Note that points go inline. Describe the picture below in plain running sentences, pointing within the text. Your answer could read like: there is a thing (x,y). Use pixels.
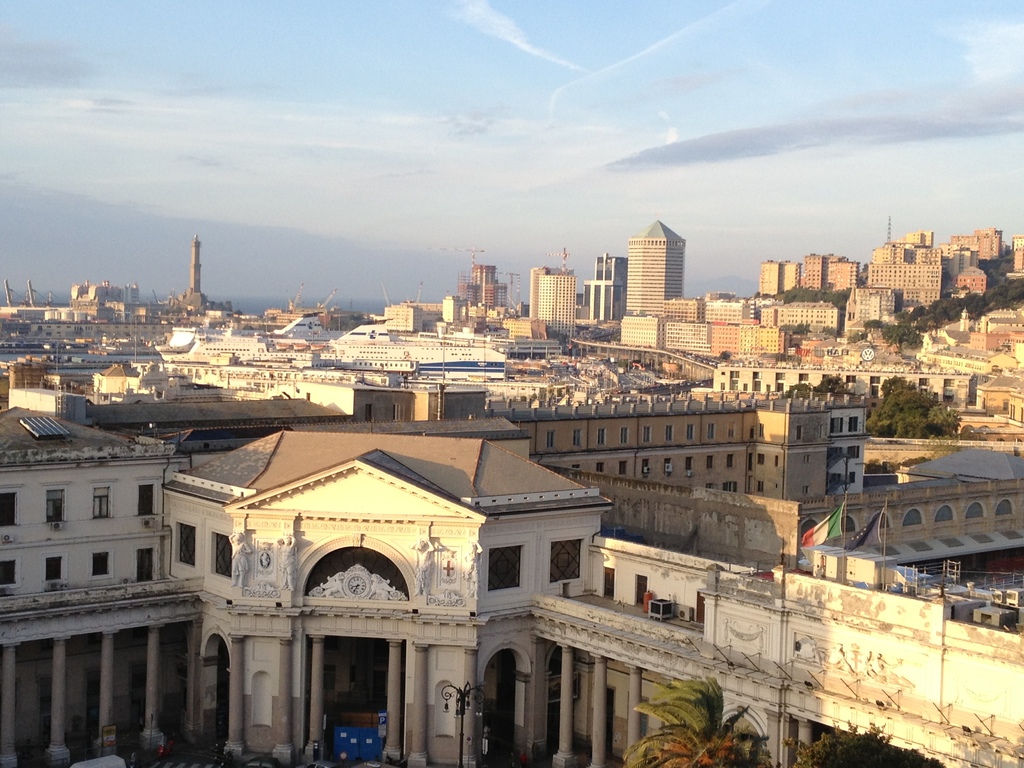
This image is taken outdoors. At the top of the image (352,87) there is the sky (792,152) with clouds (56,82). In the middle of the image (394,441) there are many buildings (718,524), houses (869,315) and towers (193,260). There is a building (426,561) with walls (299,573), windows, doors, a roof (132,440) and pillars (317,678). There are few trees (663,723). There is a pole (462,690) with a street light (444,709). There are a few ships (366,345) and there is a bridge (654,361).
